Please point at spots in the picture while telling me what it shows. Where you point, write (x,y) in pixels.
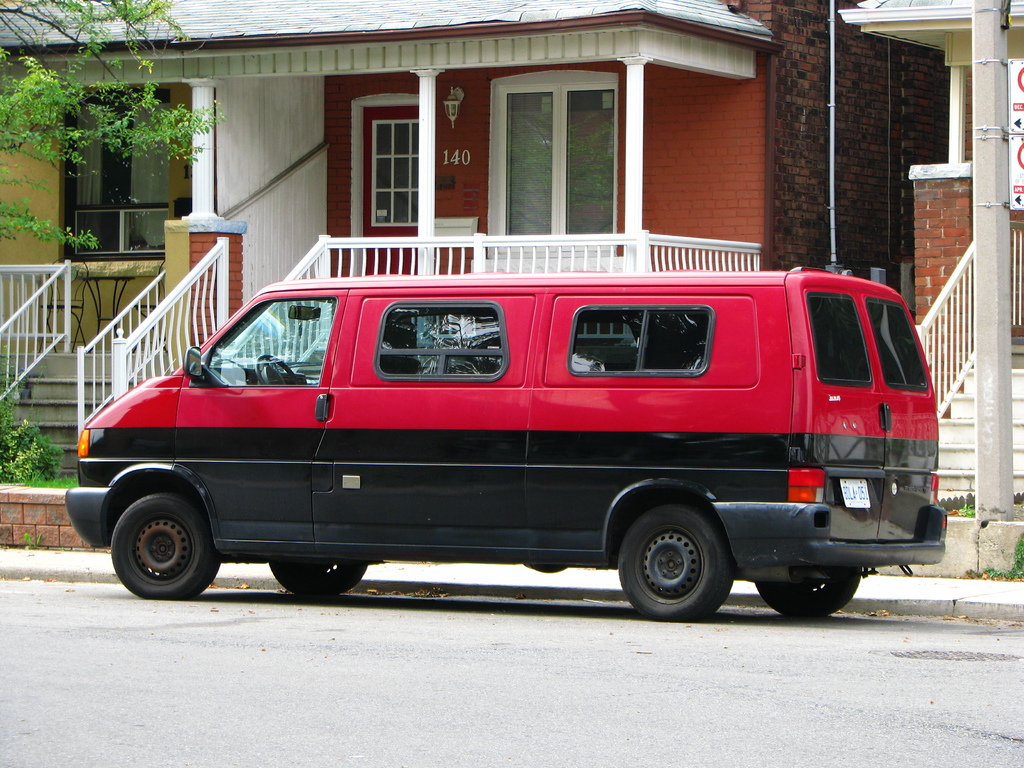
In this image we can see there is a vehicle (553,449) parked in a side of a road (591,597). In the background (461,258) there is a building (74,122), beside that there is a tree (115,126).
